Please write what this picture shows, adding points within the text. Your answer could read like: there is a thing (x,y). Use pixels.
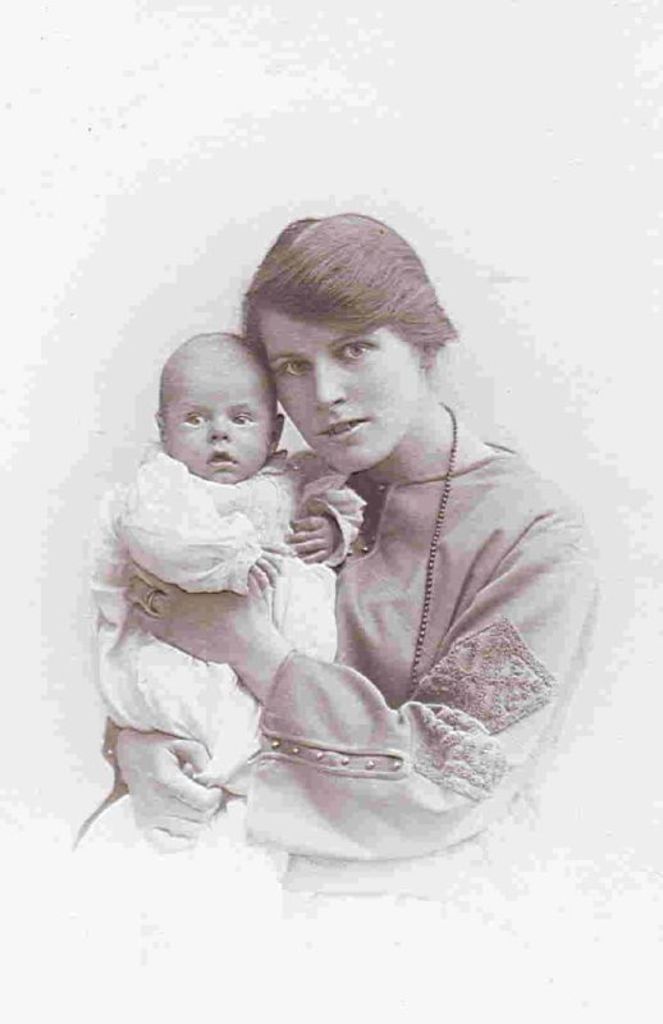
In this image we can see two persons (342,704). There is a white background (225,178) in the image.
